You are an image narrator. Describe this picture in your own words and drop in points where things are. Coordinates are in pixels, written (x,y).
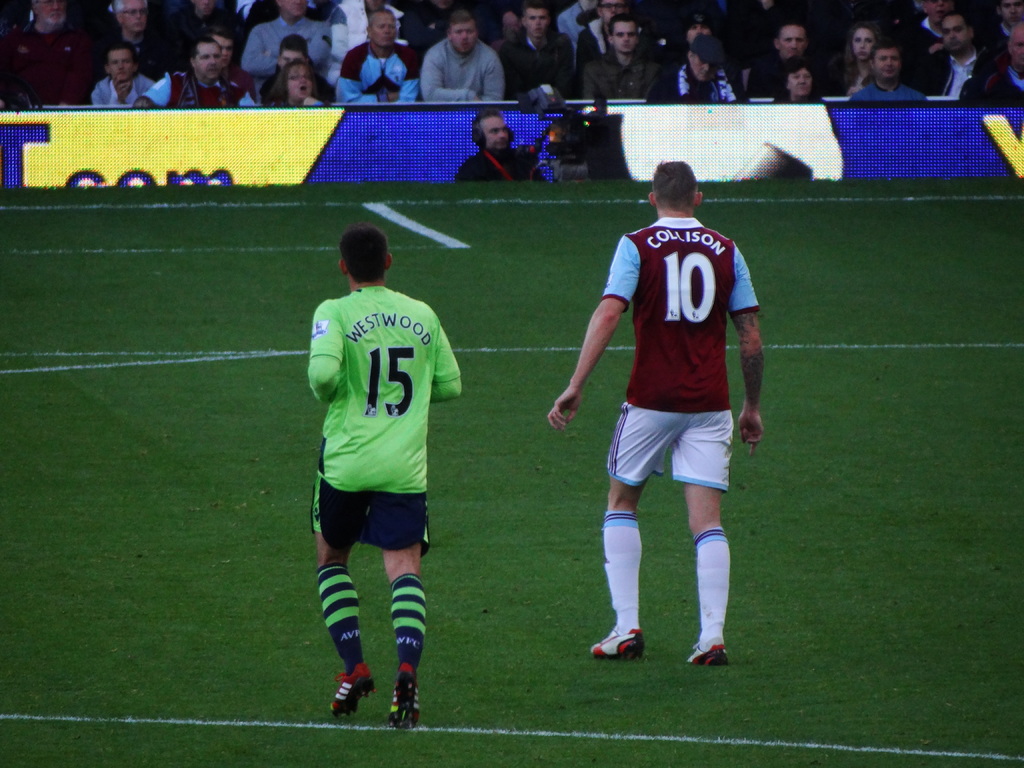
In the foreground of the picture (609,267) I can see two football players (645,299) standing on the ground (778,404). They are wearing the sports jersey clothes (715,299). In the background (1012,56), I can see the spectators (72,42) and an LED hoarding board (672,148).
